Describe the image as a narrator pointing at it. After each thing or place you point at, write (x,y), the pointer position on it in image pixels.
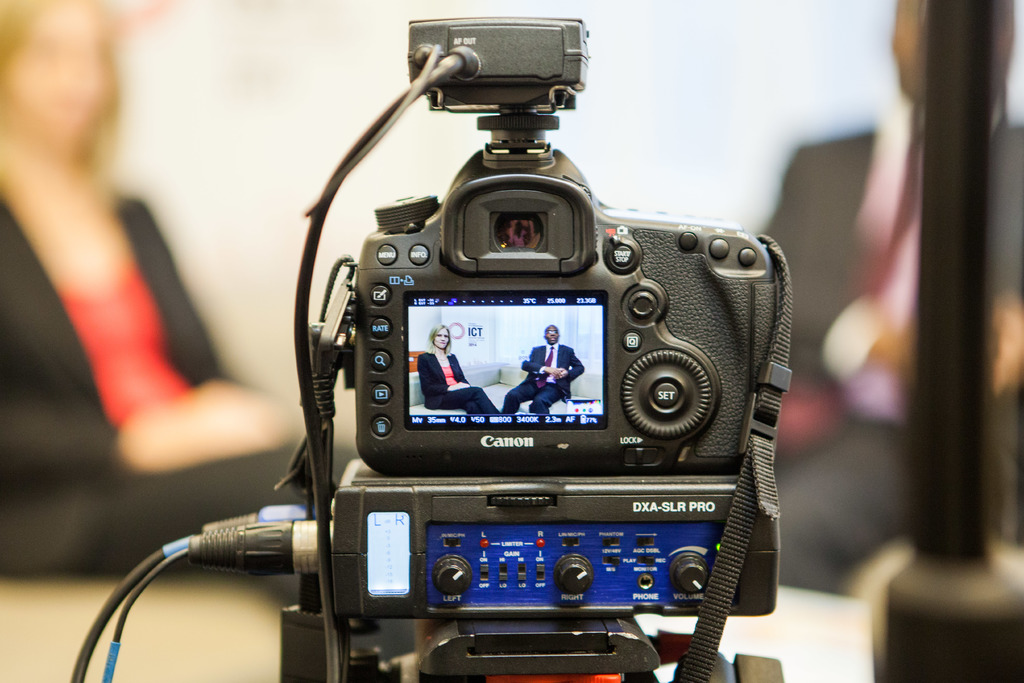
In this image we can see a camera (379,427) with the screen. On the backside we can see man (554,398) and a woman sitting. We can also see a wall (232,249). On the right side (956,422) we can see a pole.
